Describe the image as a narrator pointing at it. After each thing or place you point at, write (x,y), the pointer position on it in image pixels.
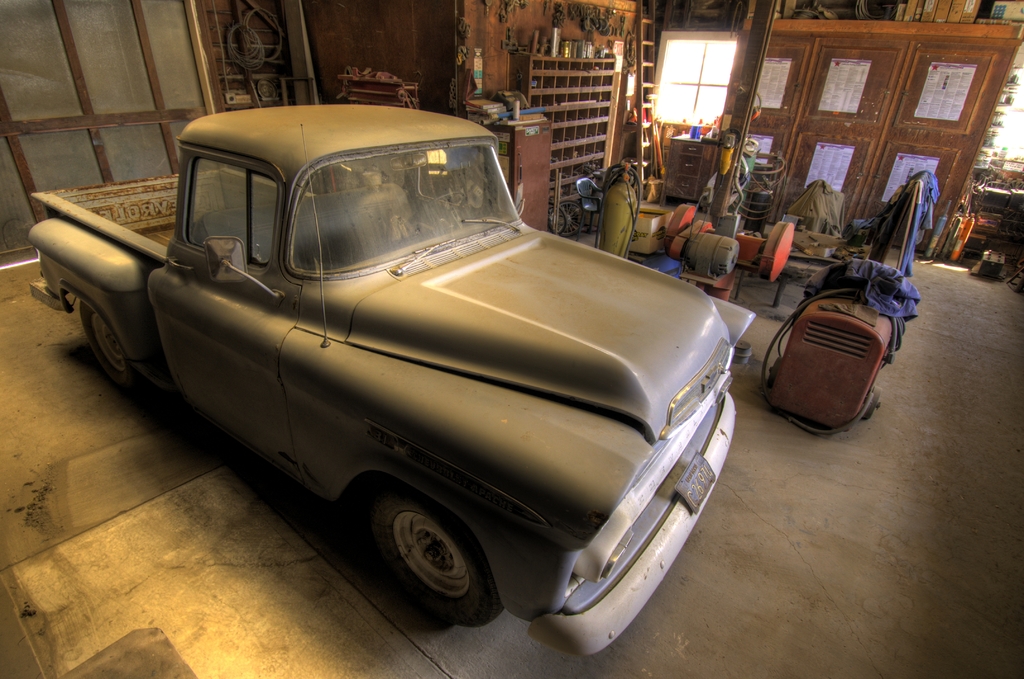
In this picture we can see a vehicle (450,347), cylinder (617,227), clothes (894,227), ladder (639,130), desk (695,177) and some objects (695,217) on the floor (893,440) and in the background (264,72) we can see a window (677,64), wall (695,24) and some objects (630,63).
